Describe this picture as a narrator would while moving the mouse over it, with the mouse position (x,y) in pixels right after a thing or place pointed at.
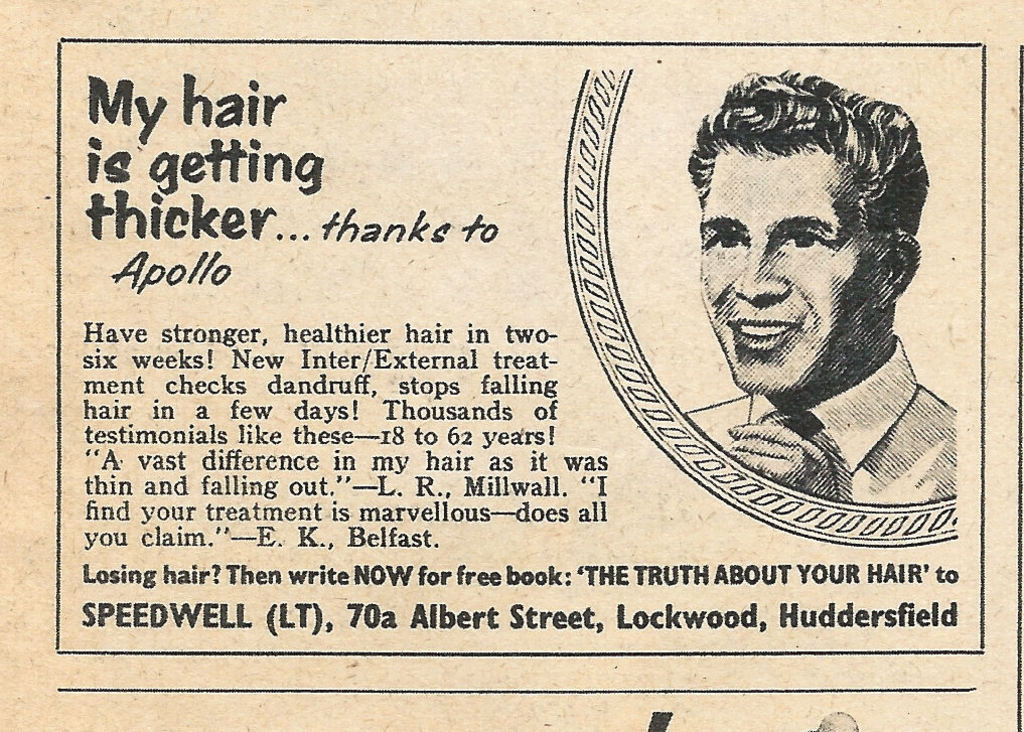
In this picture on the right side (787,312) there is a image of the person (785,343) smiling and on the left side (191,210) there are some texts (305,432) written on it.
